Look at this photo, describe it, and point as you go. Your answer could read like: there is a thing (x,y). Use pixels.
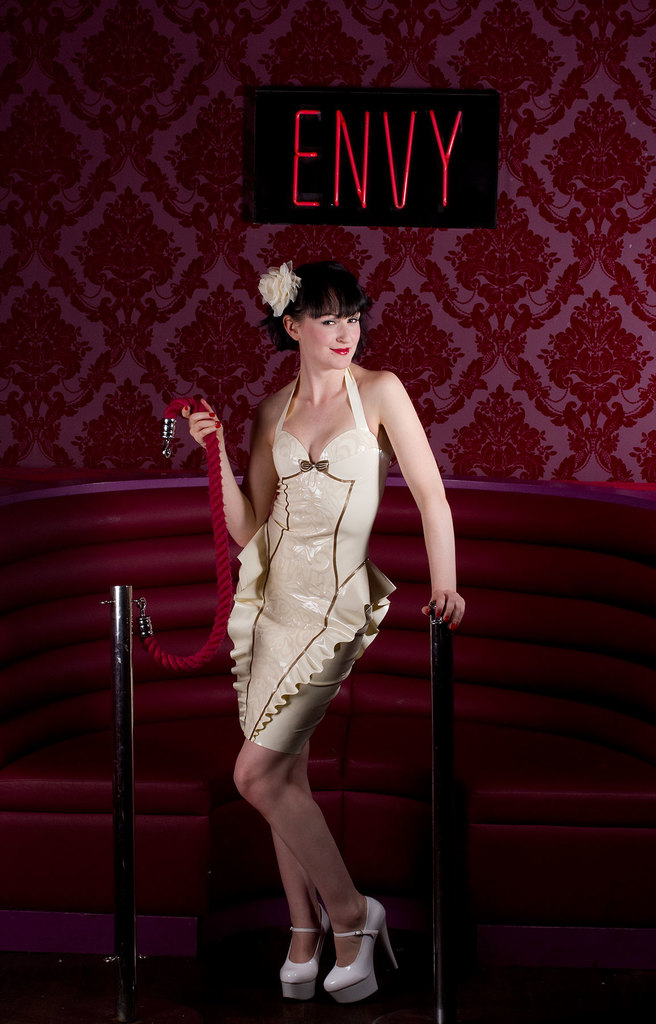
Here I can see a woman (293,692) standing, holding a metal stand (442,786) and a rope (226,548) in the hands (438,604), smiling and giving pose for the picture. At the back of her there is a couch (568,608). In the background (200,260) there is a wall (191,106) on which a black color board (431,141) is attached. On the board (382,166), I can see some text (340,159).
